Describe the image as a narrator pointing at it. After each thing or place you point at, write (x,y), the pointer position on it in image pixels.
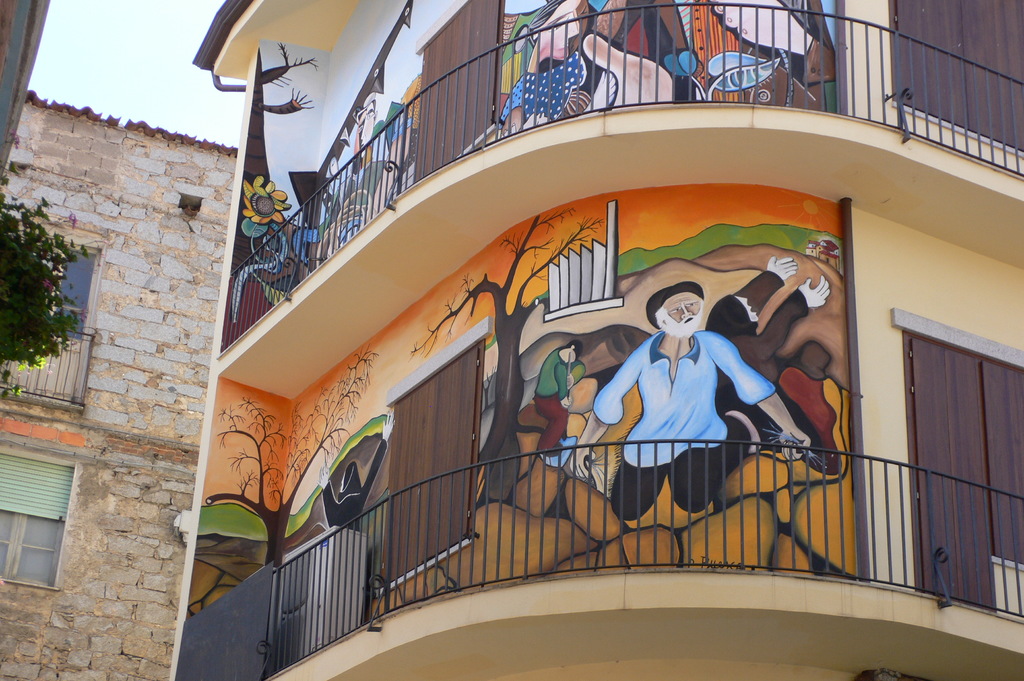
In this image, we can see a building (1021,418), there are some paintings (395,373) on the walls (506,81) of a building (1006,368), at the left side (14,323) there is a green color tree (46,364), there are two windows (38,495) and we can see a brick wall (134,259).
